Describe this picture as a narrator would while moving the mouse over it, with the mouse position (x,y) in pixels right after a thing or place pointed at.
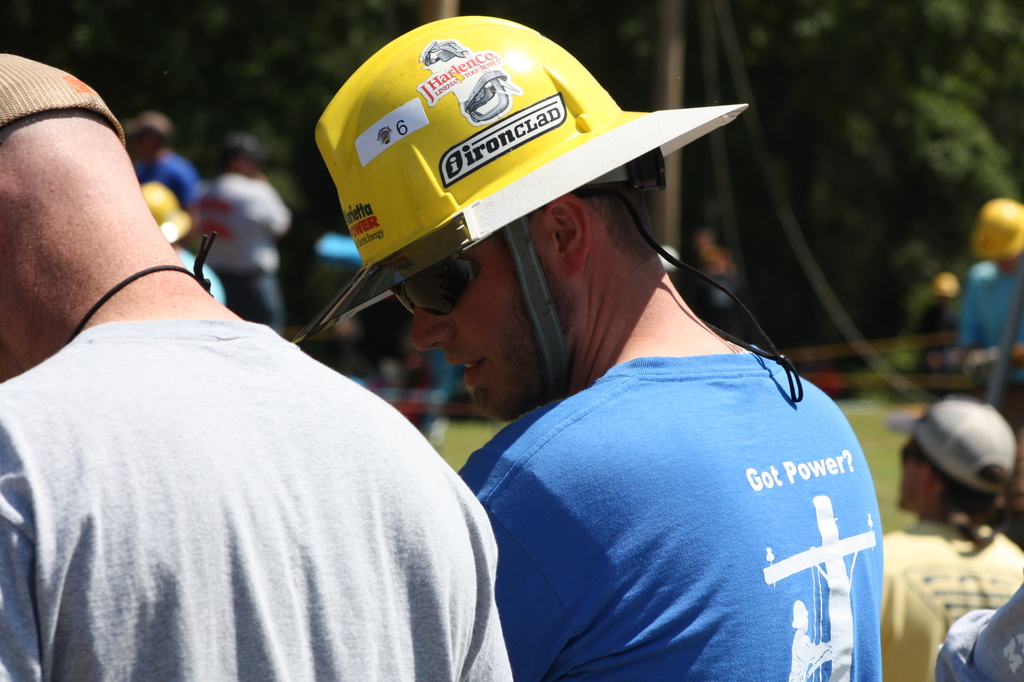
In this picture I can see two persons (573,197), there is a person (576,72) with a helmet (480,207) and spectacles (414,274), and in the background (962,348) there are group of people (962,348) and trees (321,199).
